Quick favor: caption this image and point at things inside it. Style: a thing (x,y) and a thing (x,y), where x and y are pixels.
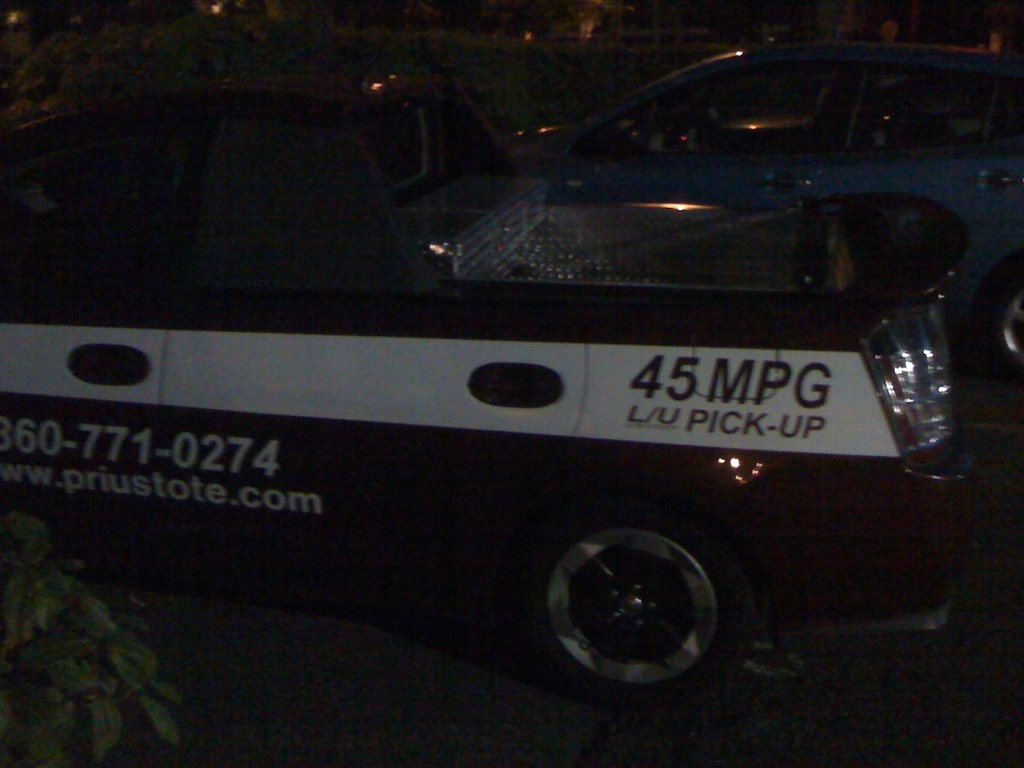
In this image we can see few vehicles (443,271). We can see some text (682,372) on a vehicle (483,437). There is a plant (54,653) at the bottom left side of the image (94,695). There is a dark background (39,92) in the image.
